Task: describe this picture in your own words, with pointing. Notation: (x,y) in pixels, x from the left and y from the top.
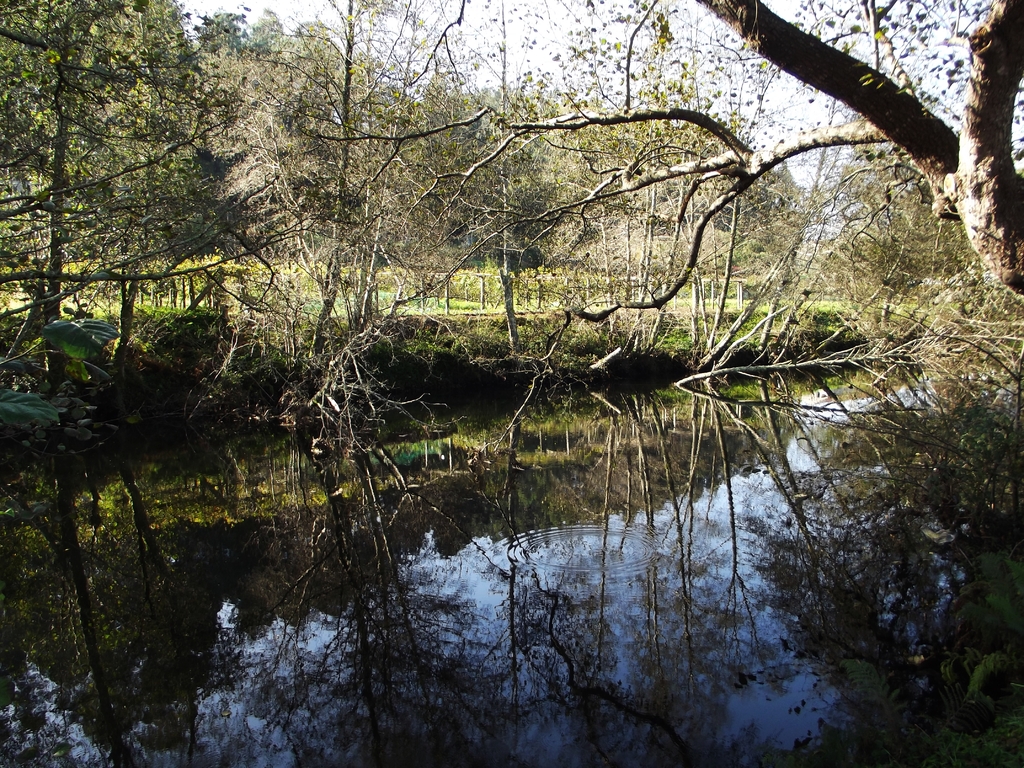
We can see trees (504,272), grass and sky (799,107) and we can see the reflection of trees (535,469) in the water (21,668).
